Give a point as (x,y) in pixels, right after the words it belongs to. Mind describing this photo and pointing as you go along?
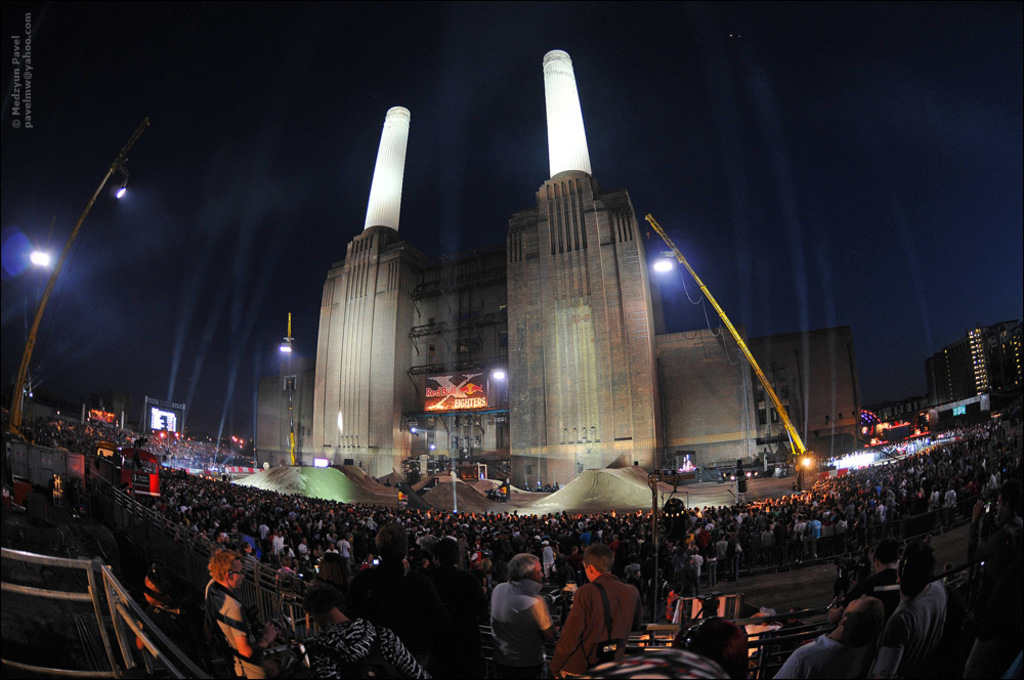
In this image, in the middle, we can see a group of people (982,483). In the left corner (143,634), we can see a metal rod (10,555). In the background (1009,358), we can see some buildings (961,351), tower (604,240), pole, lights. At the top (716,129), we can see black color.
